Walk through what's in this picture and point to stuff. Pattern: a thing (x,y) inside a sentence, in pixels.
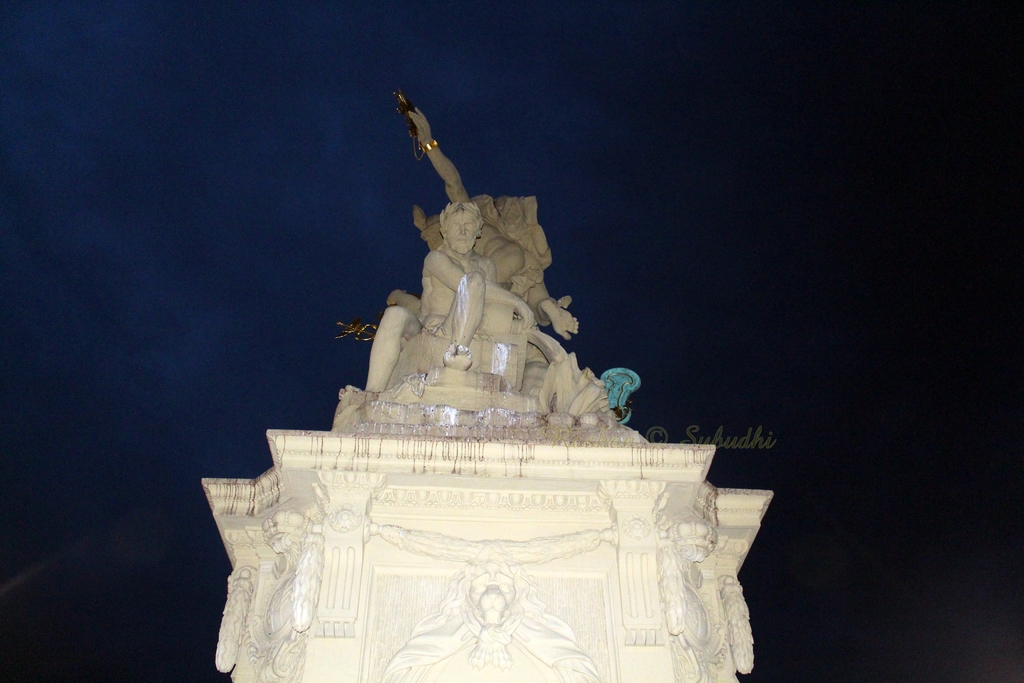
In the picture there are some statues (501,351) and below the statues (523,262) there is a pillar (491,484), it is carved with different structures (319,597).
